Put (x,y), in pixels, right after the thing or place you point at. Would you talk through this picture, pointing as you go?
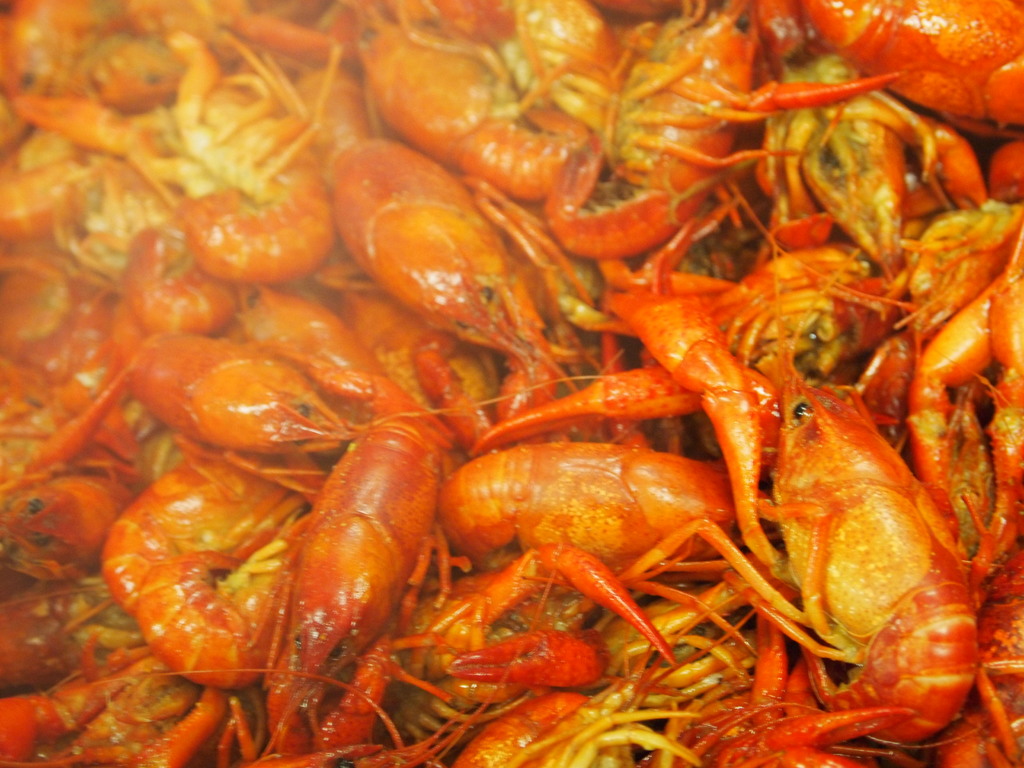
In this image we can see the crayfish (427,374).
